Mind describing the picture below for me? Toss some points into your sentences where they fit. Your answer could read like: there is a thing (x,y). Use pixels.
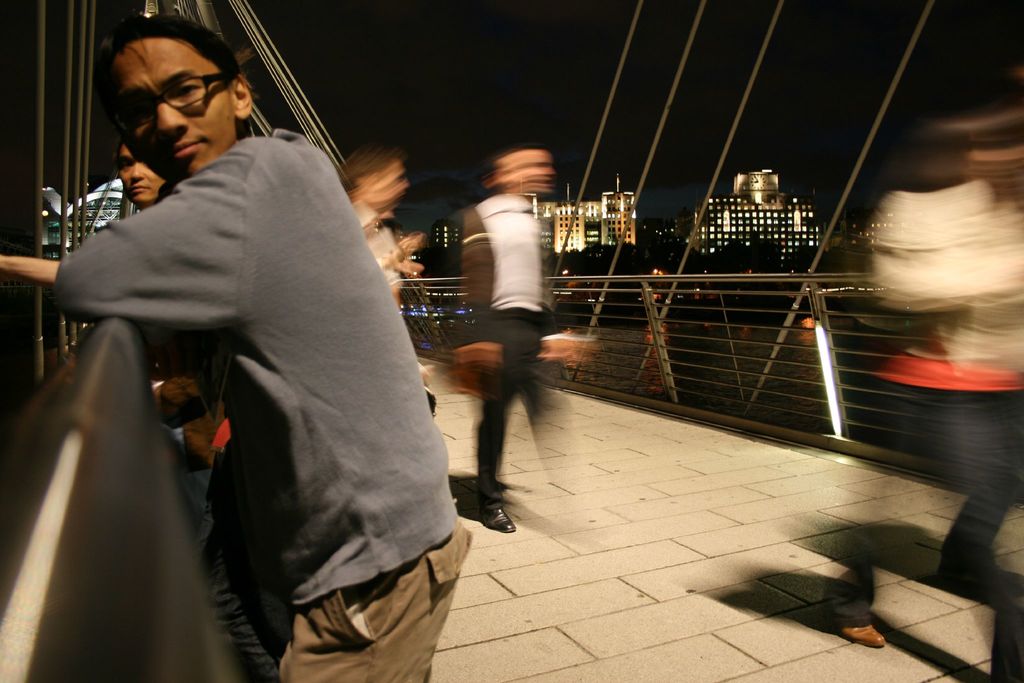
In this picture I can see there are a few people (427,463) standing on the bridge (595,478) and there is a railing (85,461), there are few cables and there is water (713,363) under the bridge (599,463) and there are trees (679,248), buildings (46,219) in the backdrop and the sky (541,87) is dark.
